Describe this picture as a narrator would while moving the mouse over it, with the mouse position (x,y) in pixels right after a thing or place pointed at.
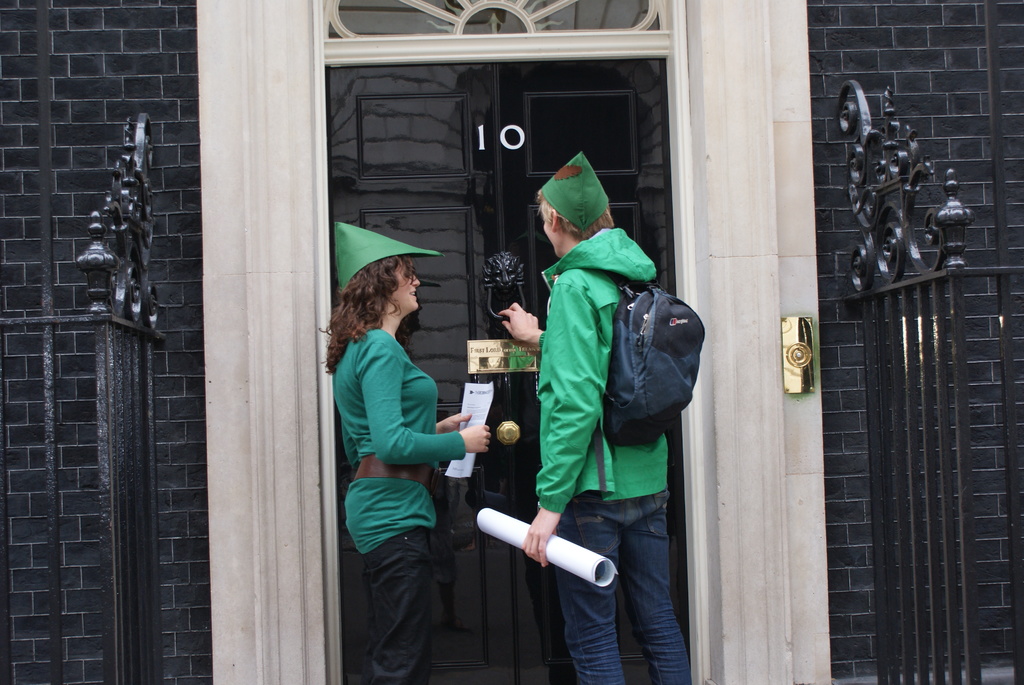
In this image in the front (422,414) there are persons (571,376) standing. On the left side (118,424) there is a grill (125,400) which is black in colour. On the right side (917,293) there is black colour grill (912,289). In the background (493,126) there is a building (492,120) and there is a door (436,165). On the door (469,172) there is some numbers (480,145) written on it.
